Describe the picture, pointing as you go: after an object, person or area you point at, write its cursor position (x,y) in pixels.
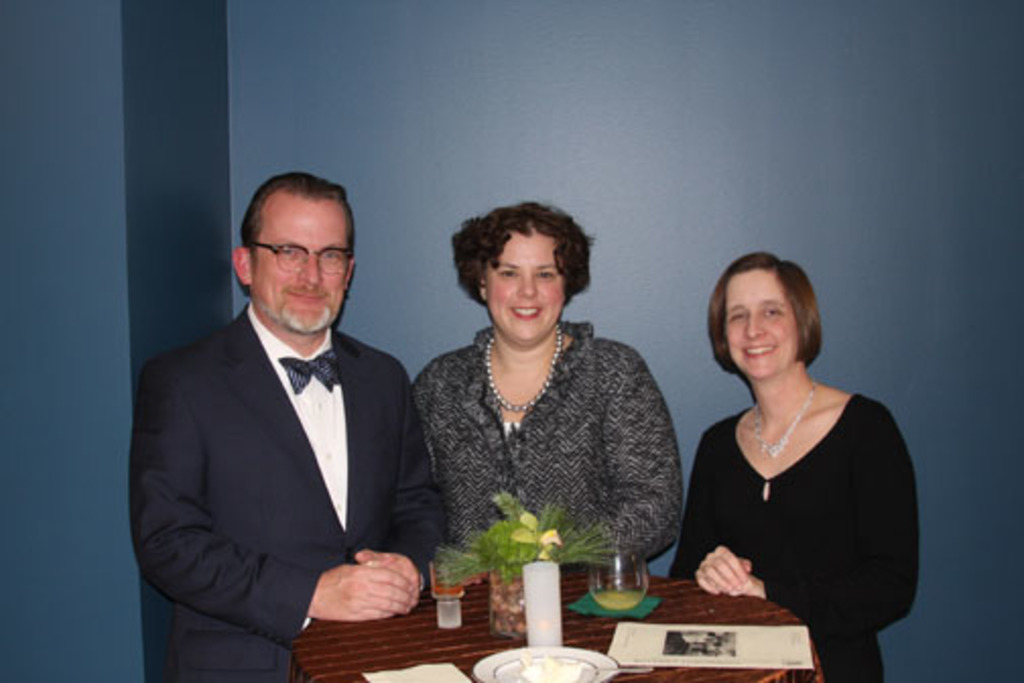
As we can see in the image there is a table (481,589). On table (569,618) there is a candle (536,615), glass (631,569) and paper (712,646) and there are three persons (806,448). Behind these three persons (773,435) there is a blue color wall (666,141).
